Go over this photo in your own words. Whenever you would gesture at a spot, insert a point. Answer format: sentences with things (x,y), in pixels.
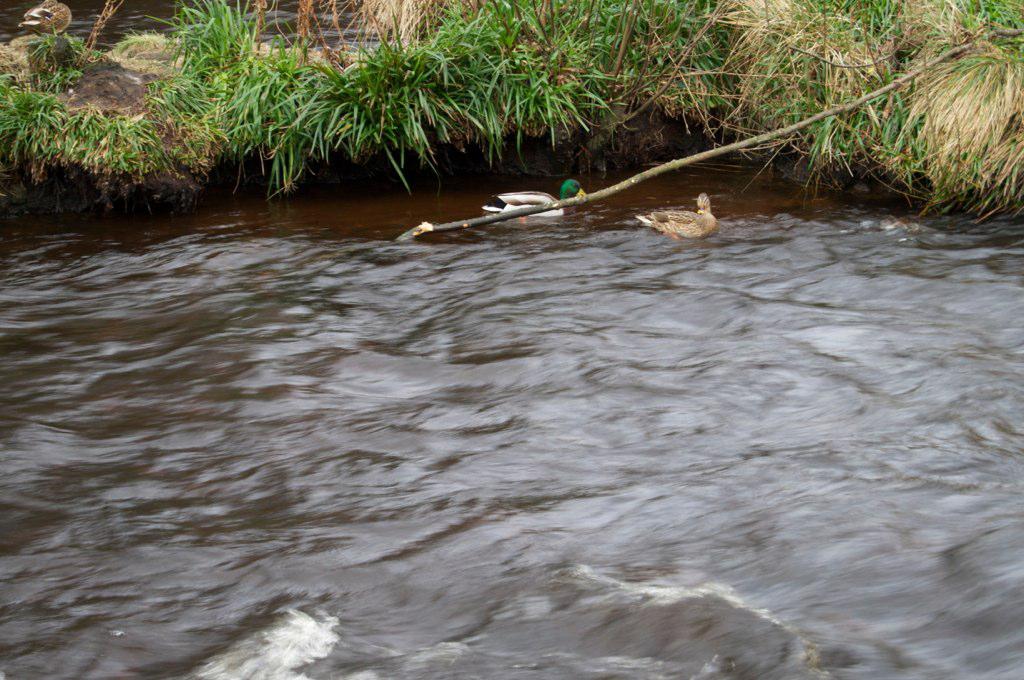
In this picture we can see few ducks (708,224) on the water (478,318), in the background (681,95) we can find few plants (689,60).
